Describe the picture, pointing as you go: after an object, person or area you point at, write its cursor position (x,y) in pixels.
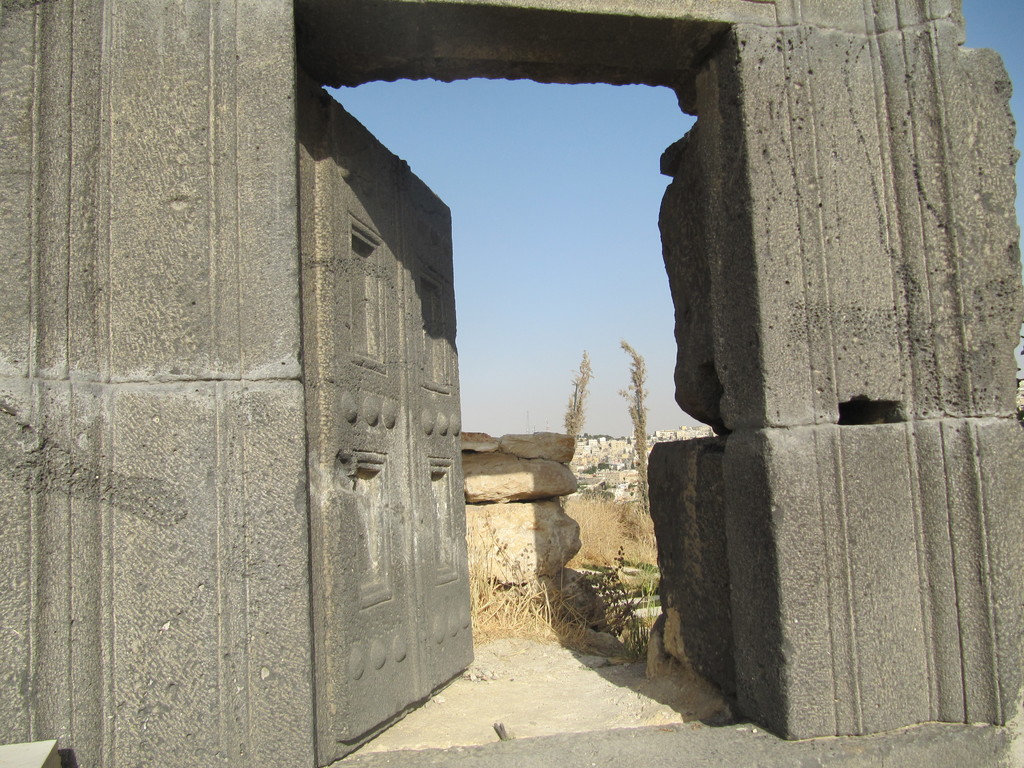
In this image there is a wall (175,471). In the center (399,478) there is a door (338,418) made with a stone (352,534). The door (409,591) is open. Behind the door (422,555) there are rocks (555,541) and grass (588,559) on the ground (585,570). In the background (611,463) there are buildings (614,446). At the top (548,204) there is the sky (554,254).
